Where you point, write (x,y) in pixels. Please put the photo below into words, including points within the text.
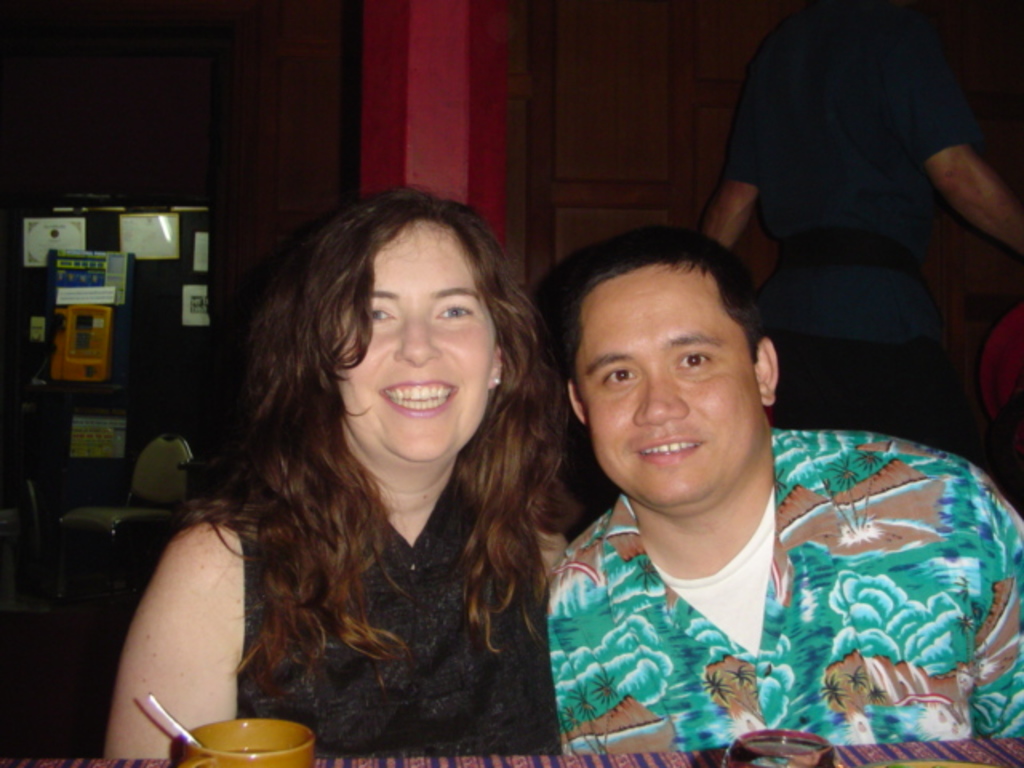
In this image in the foreground (667,443) there is one man (635,558) and one woman (477,662) who are sitting, in front of them there are some glasses (253,744). And in the background (909,255) there is another person (827,282) who is walking, and there is a wall (524,144) and door (603,150). On the left side (82,356) there is one phone (83,305) and some posters (84,226) are stick to the wall (152,161), and also there is one chair (145,507).
